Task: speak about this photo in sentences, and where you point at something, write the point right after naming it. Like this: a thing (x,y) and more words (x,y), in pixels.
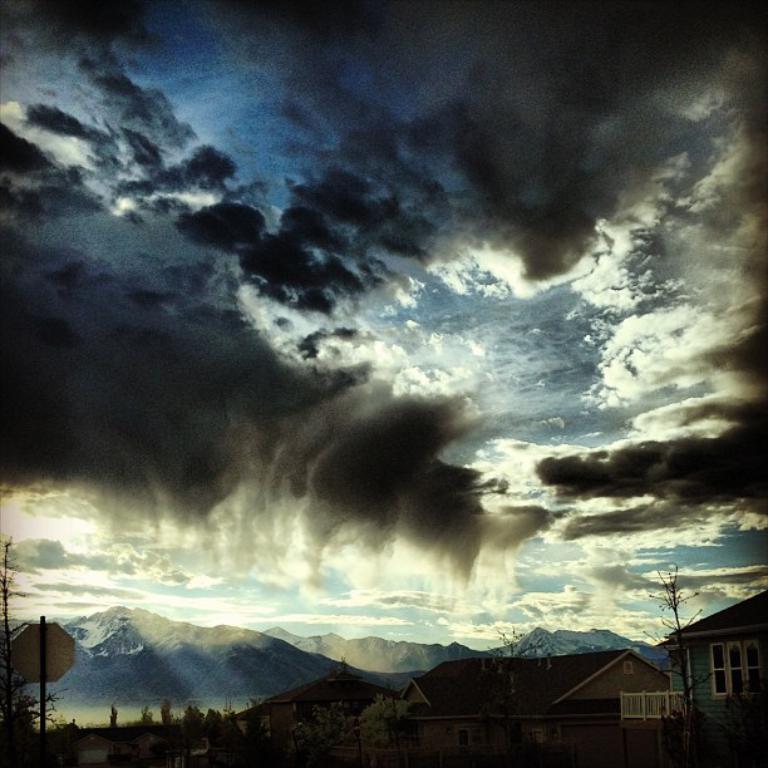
In this picture we can see sky (538,489) and clouds (523,245). On the bottom right corner (725,646) we can see two building (655,707). On the bottom (496,712) we can see trees (194,724) and plants (278,767). On the bottom left corner (55,661) there is a sign board (52,649). In the background (660,662) we can see mountains (645,656), snow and fog (100,706).
